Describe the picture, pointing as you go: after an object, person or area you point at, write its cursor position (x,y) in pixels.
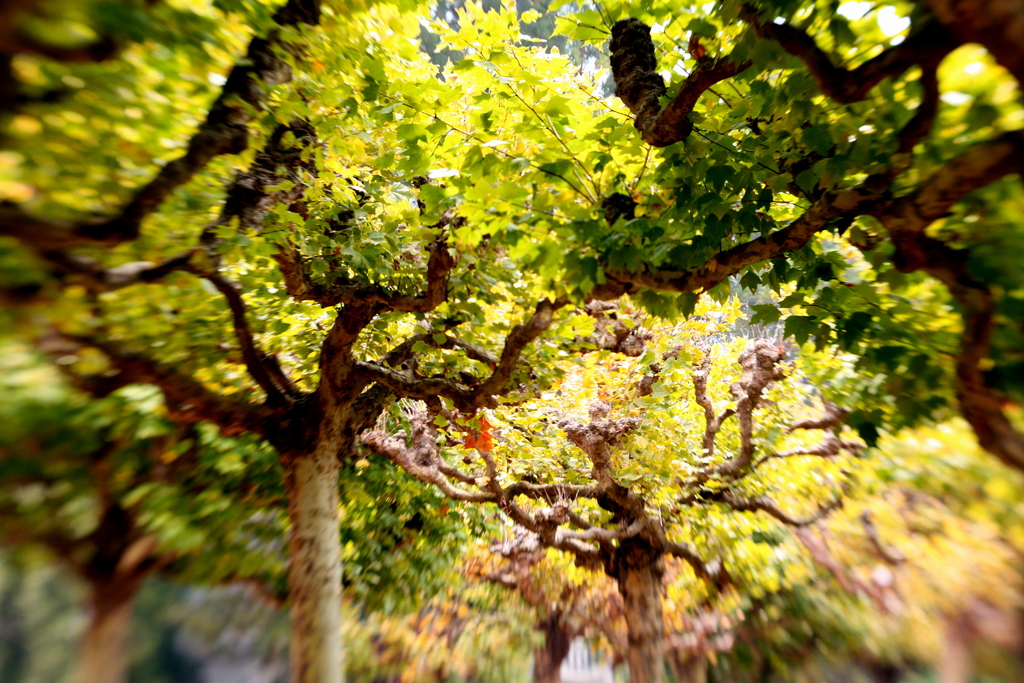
In this image there are trees (472,305) truncated, the bottom of the image (324,646) is blurred.
